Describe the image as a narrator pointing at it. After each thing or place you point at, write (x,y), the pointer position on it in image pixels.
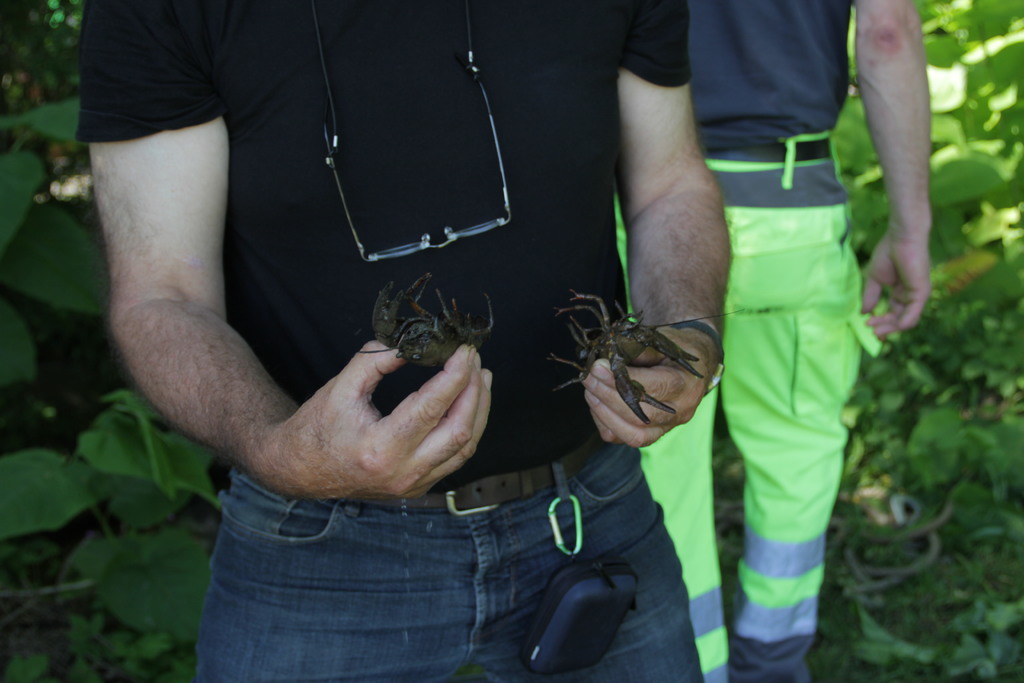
In this picture we can see a person (393,281) holding crayfish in his hands (331,434). In the background (888,341), we can see green leaves (852,78) and the lower body (802,632) of another person (839,52).
